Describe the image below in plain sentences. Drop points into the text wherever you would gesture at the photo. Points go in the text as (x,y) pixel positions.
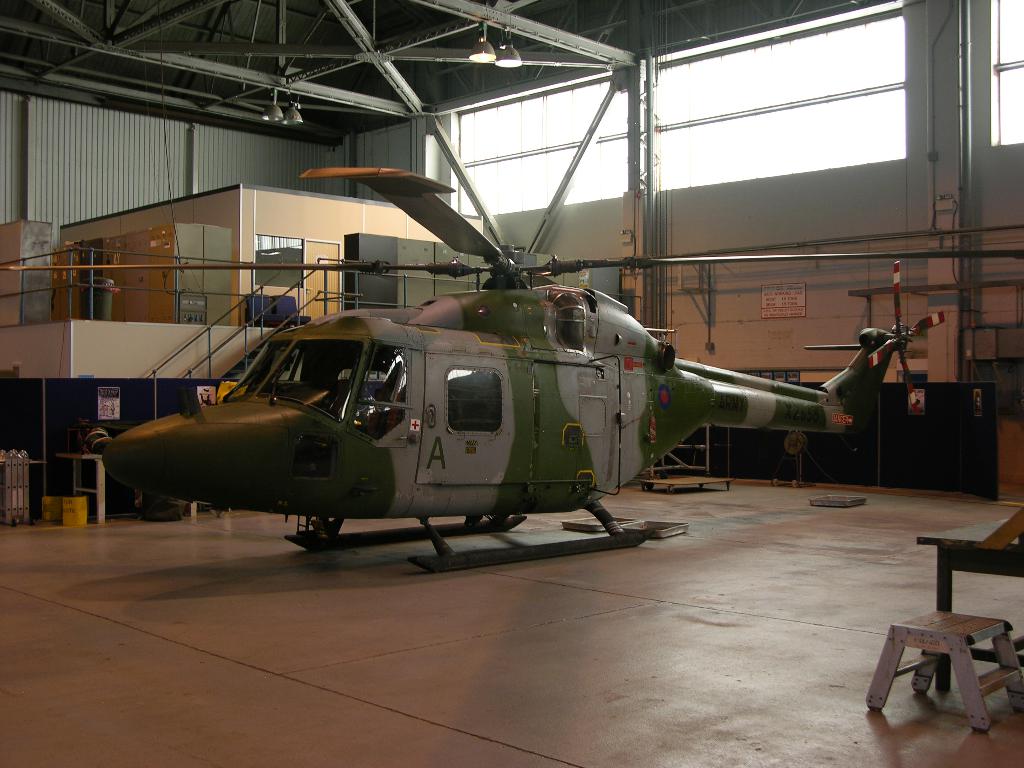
In this image we can see a helicopter (459,378). In the background of the image (242,309) there is a room (292,279). At the top of the image (181,117) there are rods (394,112) and lights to the ceiling (394,28). To the right side of the image (716,330) there is a wall (1002,197). There is a glass (700,110). At the bottom of the image (420,672) there is floor (238,718). To the right side of the image (898,623) there is table (948,543) and bench (953,635).
